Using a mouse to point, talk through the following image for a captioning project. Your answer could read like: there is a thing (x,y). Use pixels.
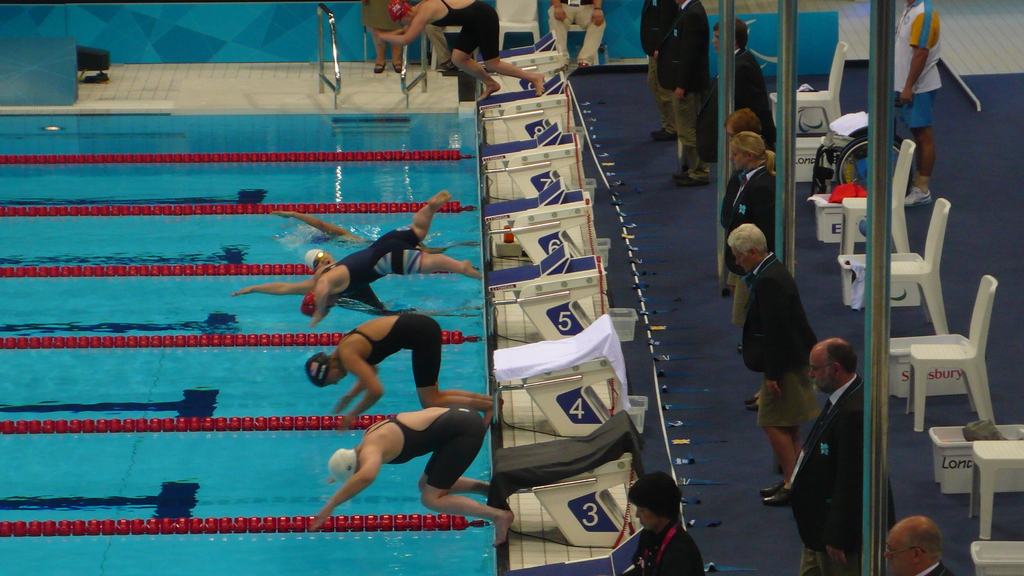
In this image, there are some persons (402,424) jumping into the pool (379,407). There are some persons (771,377) in the middle of the image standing and wearing clothes (682,78). There are some chairs (924,288) on the right side of the image (921,274).
